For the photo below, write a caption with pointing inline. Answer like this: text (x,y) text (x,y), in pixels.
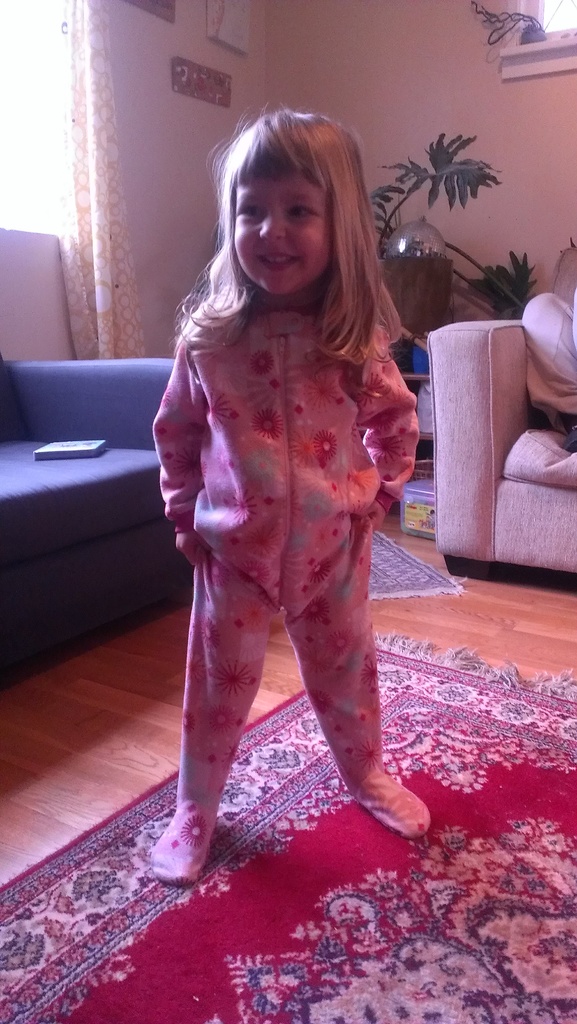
In this picture we can see a girl (334,402) smiling. We can see an object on a sofa (124,565) on the left side (156,568). We can see another sofa (457,343). There is a box (415,503), plant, boards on the wall (397,18) and a black object (491,12) in the background (516,14). We can see a carpet (283,931) on the floor (29,846).
